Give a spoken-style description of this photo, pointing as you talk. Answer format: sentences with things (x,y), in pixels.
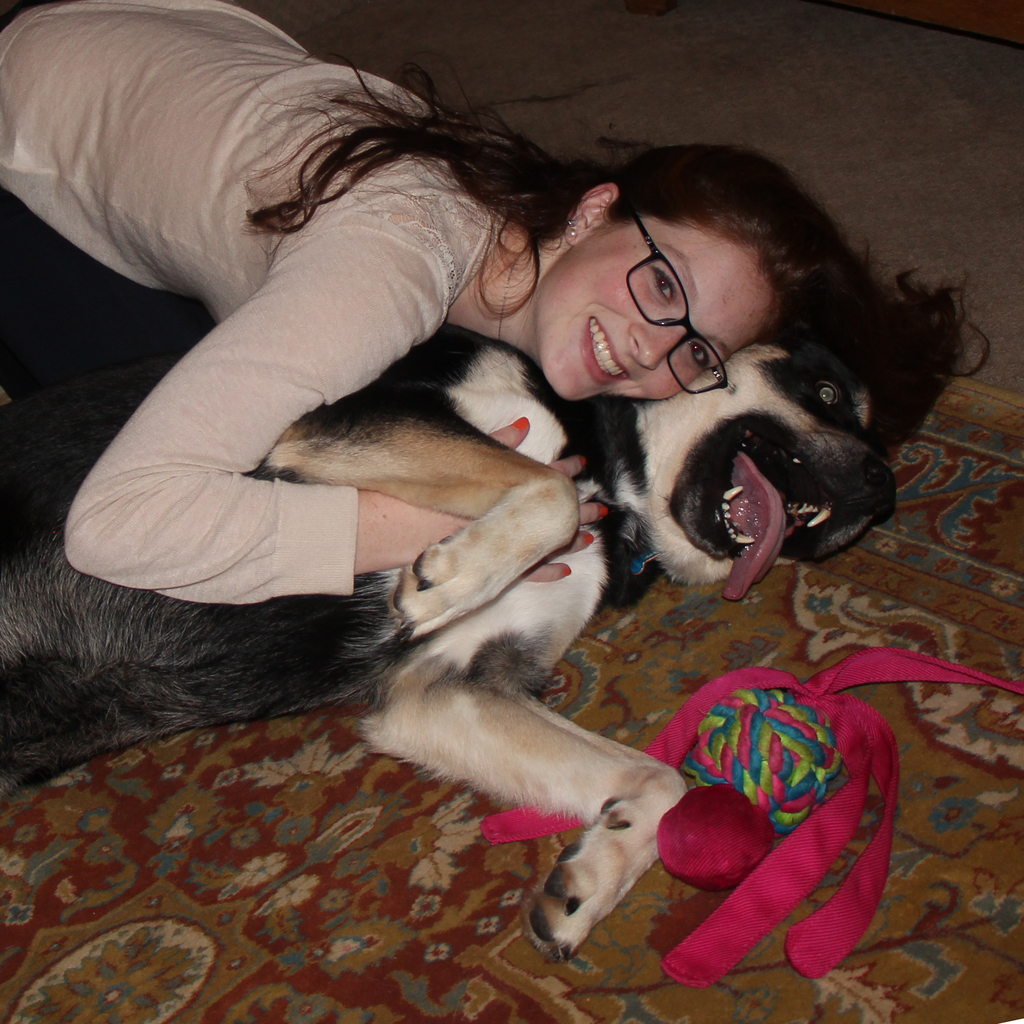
In this image, we can see a person (299,326) on the dog (394,655) which is on the carpet (804,580). This person (359,295) is wearing clothes (349,307) and spectacles (666,259). There is an object (801,698) in the bottom right of the image (770,807).
